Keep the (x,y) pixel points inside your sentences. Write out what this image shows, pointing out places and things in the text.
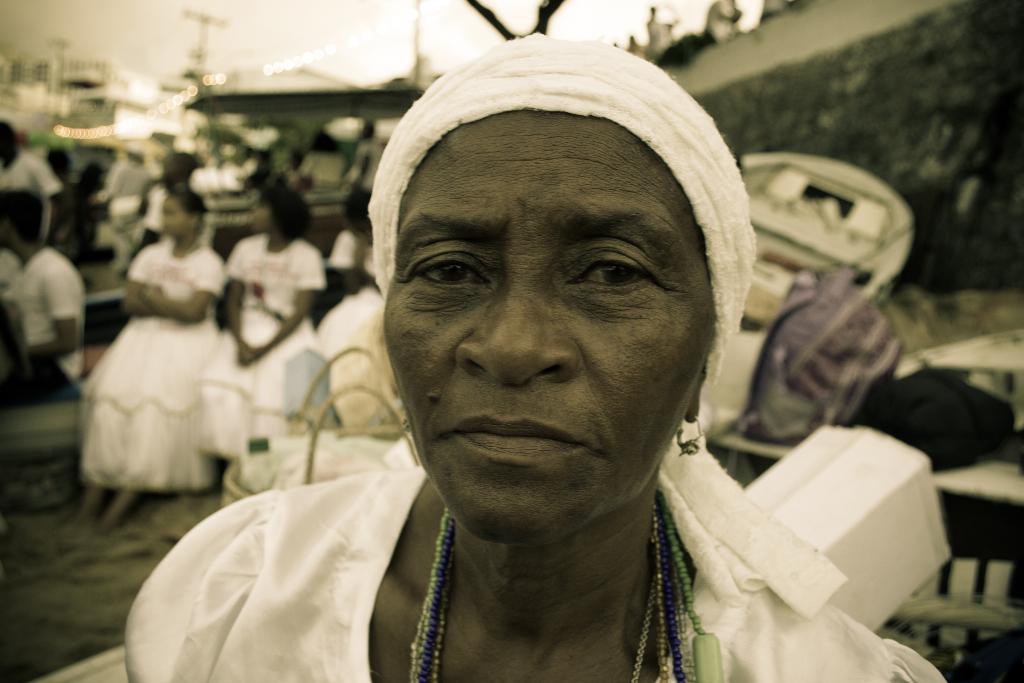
This is a sepia toned image, in this image there is a lady (705,576) standing, in the background (240,301) there are people (183,282) standing, and it is blurred.
